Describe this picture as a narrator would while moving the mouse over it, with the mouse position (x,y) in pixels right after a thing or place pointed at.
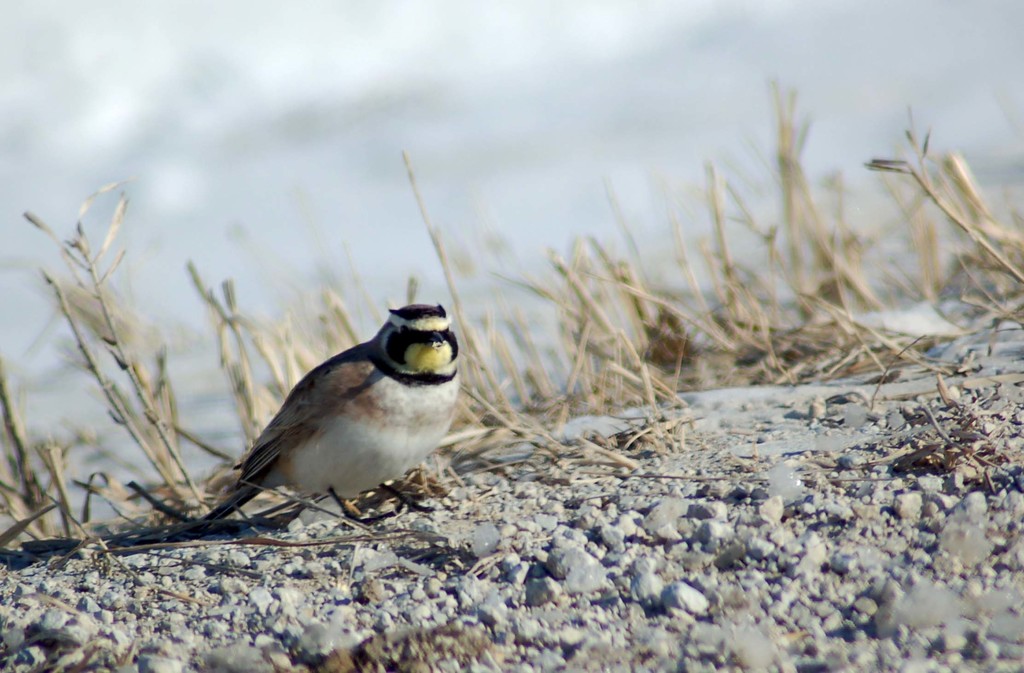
In the picture there is a bird (362,370) standing on the ground (464,515) which is covered with a lot of stones (659,465) and dry grass (470,450).
